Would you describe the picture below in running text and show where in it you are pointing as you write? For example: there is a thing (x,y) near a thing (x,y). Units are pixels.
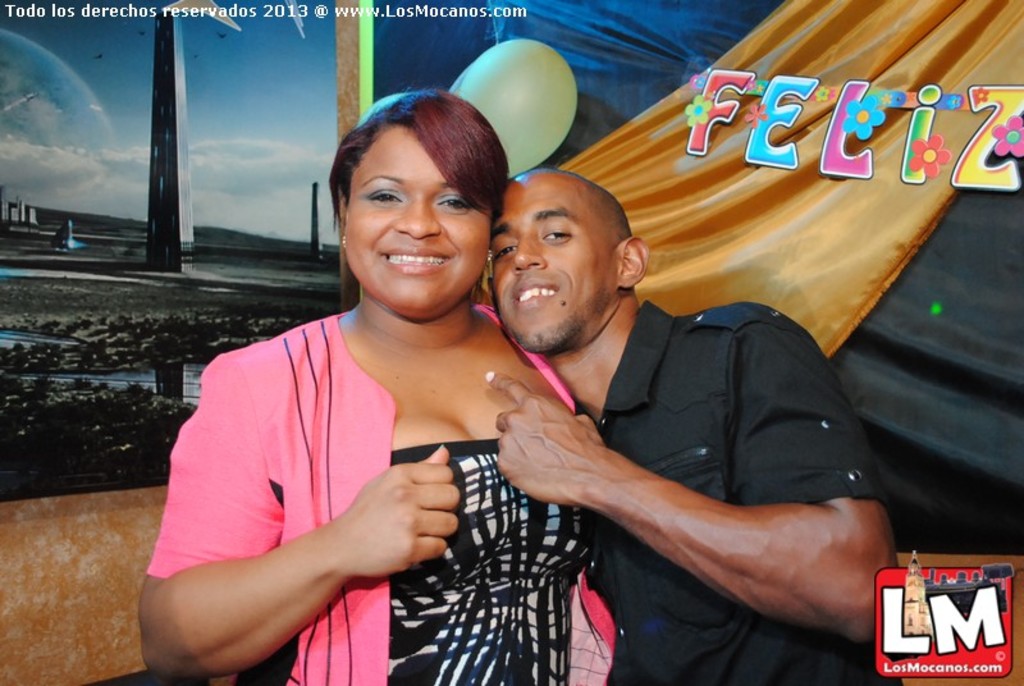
In this picture I can see there is a woman (509,609) and a man (659,549) standing, they are smiling and there is a banner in the backdrop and there is a logo (979,647) at the right side (969,621) bottom.
